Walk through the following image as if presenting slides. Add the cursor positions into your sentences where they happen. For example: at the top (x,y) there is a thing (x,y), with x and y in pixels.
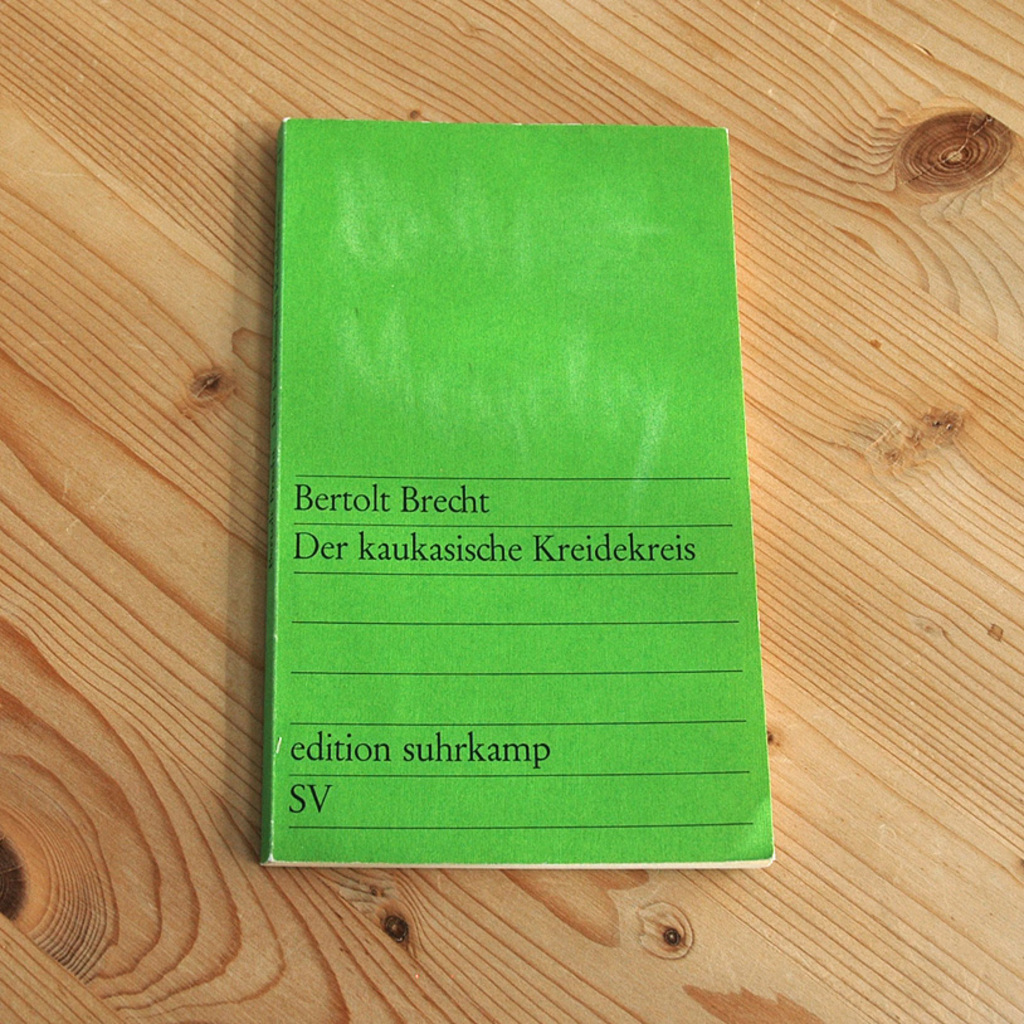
In this picture I can see a book (400,561) on the table (7,311) and I can see text (463,503) on the cover page (545,598).
